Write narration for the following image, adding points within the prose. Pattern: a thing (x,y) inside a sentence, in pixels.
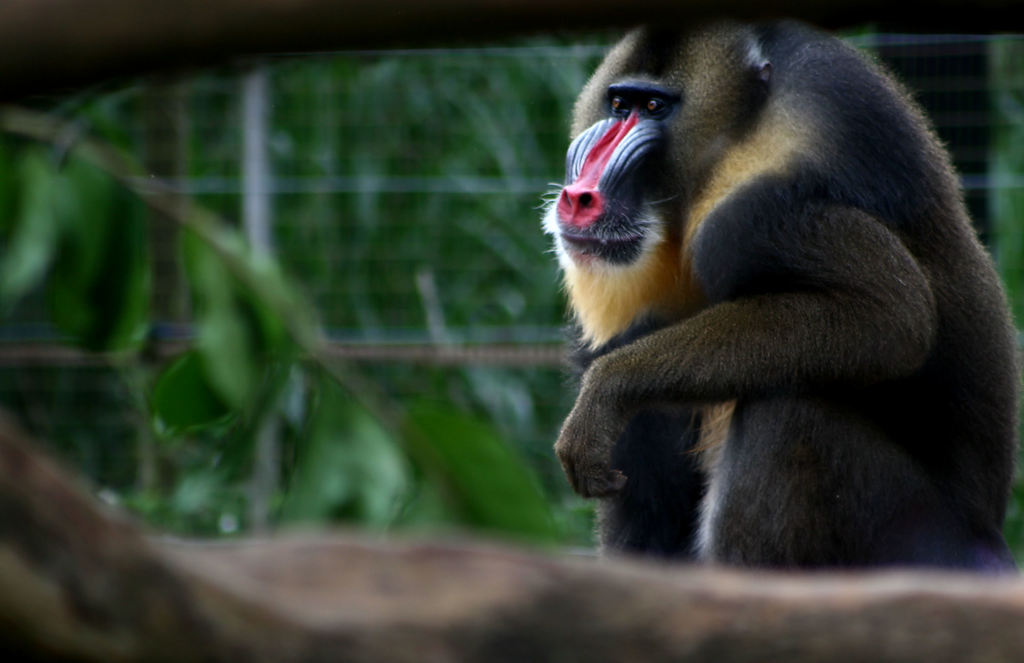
In this image I can see a baboon (829,470). The background of the image (297,406) is blurred.
